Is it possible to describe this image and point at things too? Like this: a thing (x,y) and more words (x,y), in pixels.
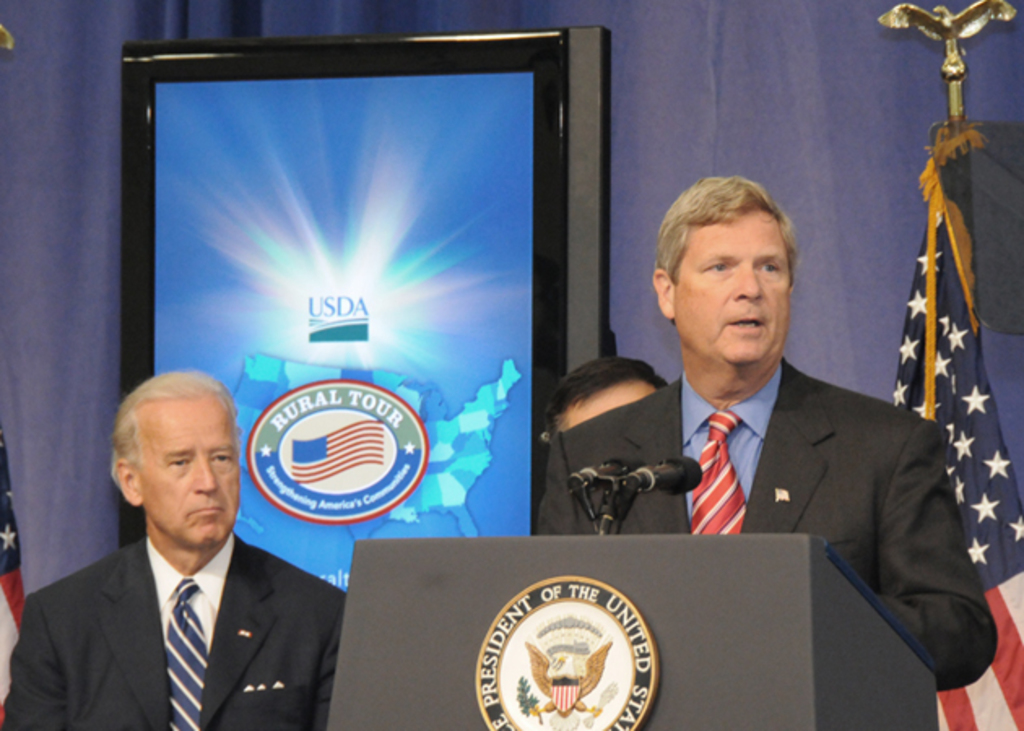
In this picture we can observe three members (557,470). One of the men (746,437) was standing in front of a podium (438,722) on which there are two mics (661,471). We can observe a white color badge (539,687) on the podium (694,658). The man (611,444) is wearing a black color coat (675,432) and a red color tie (707,533). On the right side (942,422) there is a flag (996,512). We can observe a screen (262,271) in the background (336,322). There is a purple color curtain (708,101) behind the screen (579,157).
